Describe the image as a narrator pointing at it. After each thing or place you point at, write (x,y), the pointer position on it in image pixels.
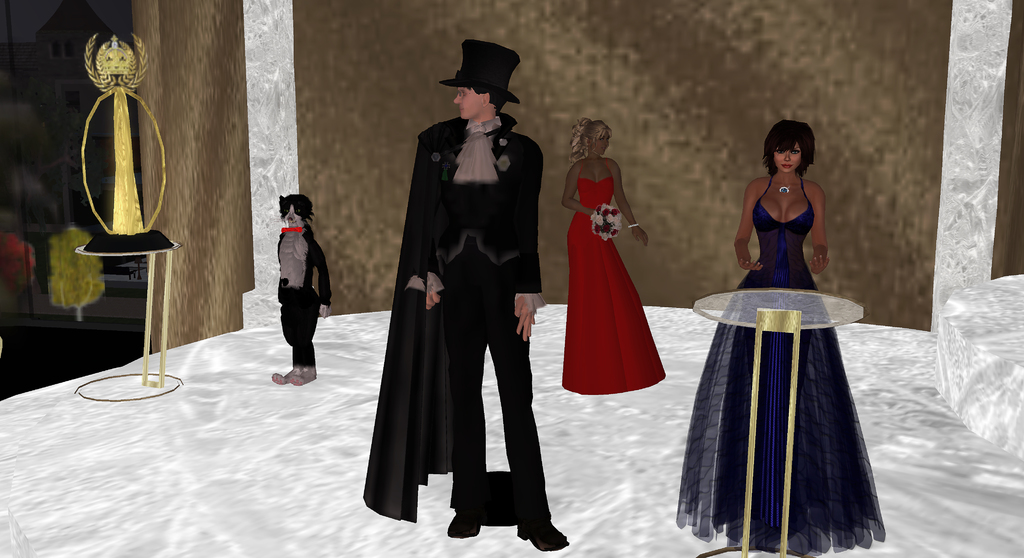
In this picture I can observe graphic. In the middle of the picture (423,284) there is a person (455,315) standing, wearing black color hat (485,85) on his head (479,94). Beside him there is a woman (725,361) standing in front of a podium (767,312). She is wearing blue color dress (797,250). In the background (592,229) I can observe a woman (598,259) wearing red color dress (584,263). I can observe two white color pillars (271,280).
